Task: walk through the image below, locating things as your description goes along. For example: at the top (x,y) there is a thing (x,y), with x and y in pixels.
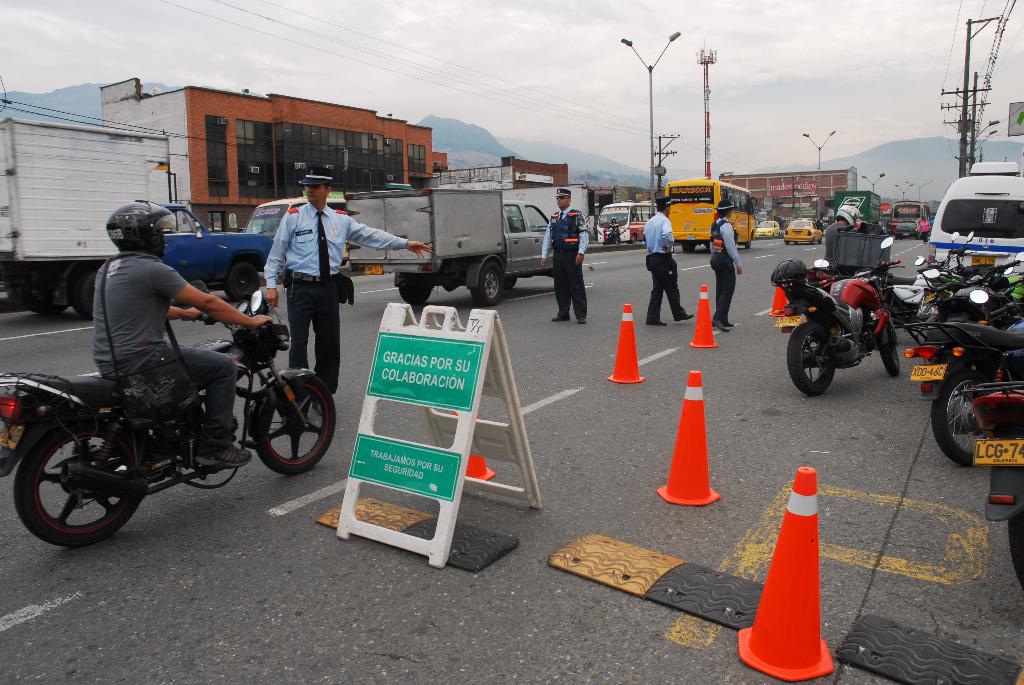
There is a man (93,317) riding the bike (101,376) on the left (90,357) in the middle (472,231) there are buildings (265,154) and other vehicles (463,221) are moving on the road (876,395). Right there are few vehicles (978,277) are parked.
